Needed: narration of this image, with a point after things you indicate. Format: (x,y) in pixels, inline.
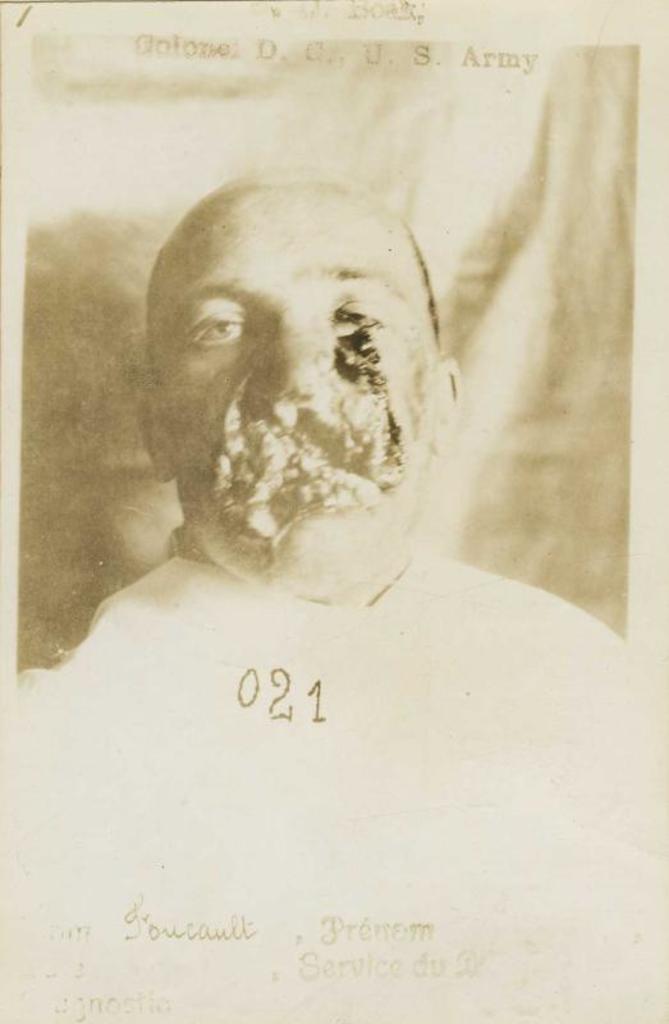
This image is a picture of a man (295,726). He is wearing a white shirt (385,752).
